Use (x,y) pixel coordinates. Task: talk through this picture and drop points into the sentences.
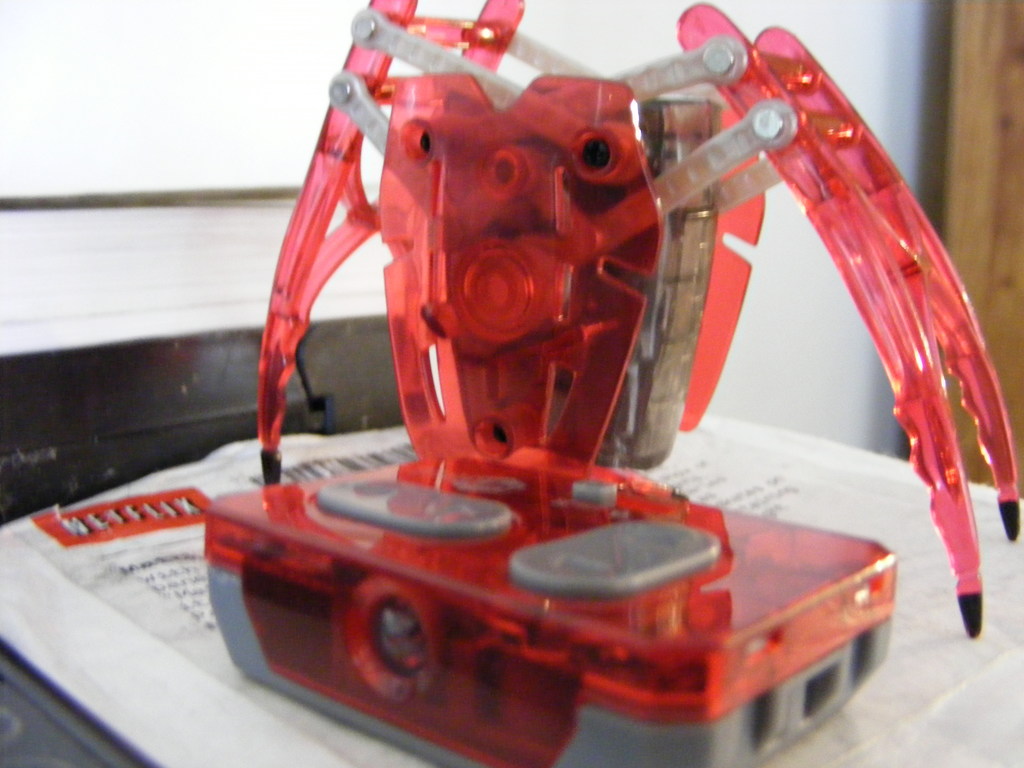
In the picture we can see a desk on it, we can see some papers (128,657) with some information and on it we can see a remote controller (601,732), which is red in color with buttons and beside it, we can see electronic crab (274,456) which is red in color with legs (296,272) and in the background (980,122) we can see a wall (877,429) with a part of a wooden door (963,126).
